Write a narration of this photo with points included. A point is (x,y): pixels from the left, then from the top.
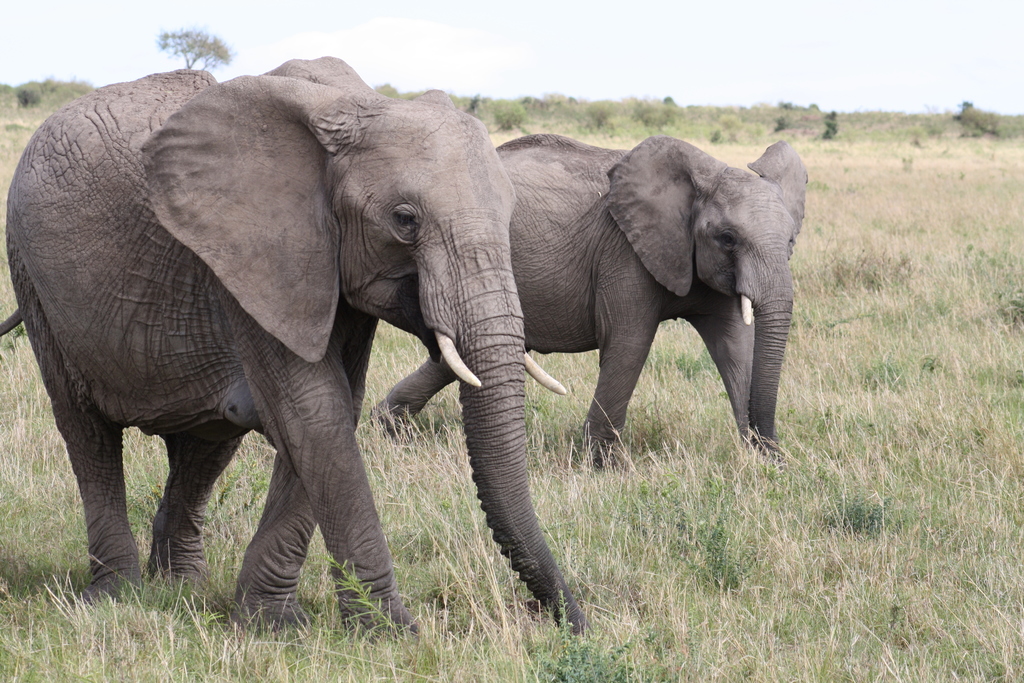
This image I can see two elephants (251,237) facing towards the right side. At the bottom (731,616), I can see the grass (780,584). In the background (737,130) there are some trees (742,107). At the top (625,32), I can see the sky (562,32).
